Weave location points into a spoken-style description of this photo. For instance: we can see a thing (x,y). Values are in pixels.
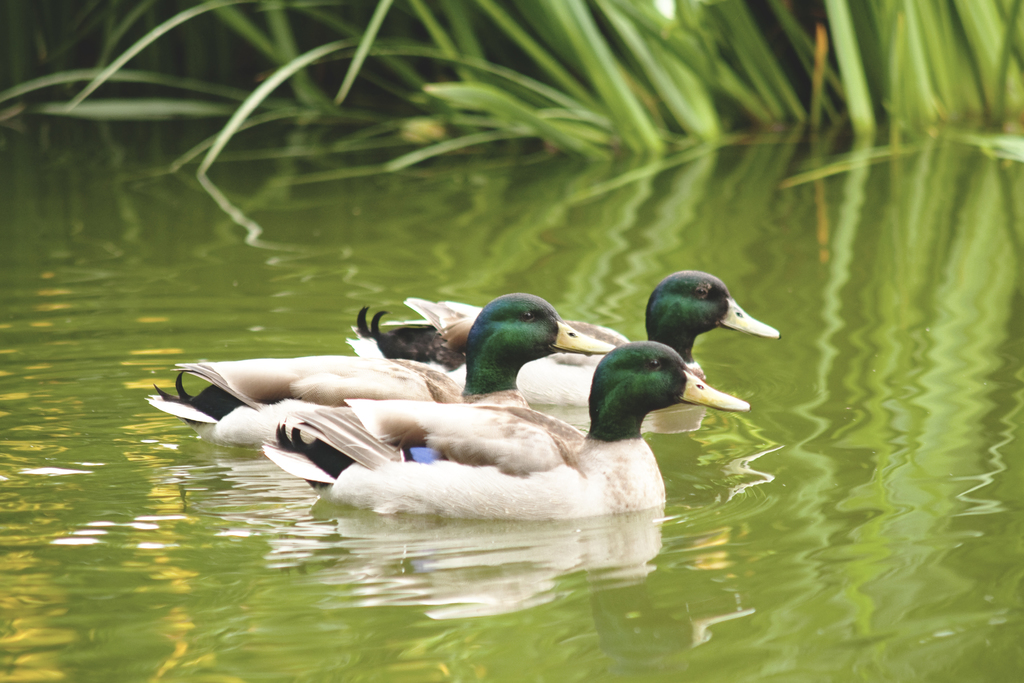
In this image we can see three ducks (483,334) present in the water (590,298). In the background (491,59) we can see grass (689,55).
